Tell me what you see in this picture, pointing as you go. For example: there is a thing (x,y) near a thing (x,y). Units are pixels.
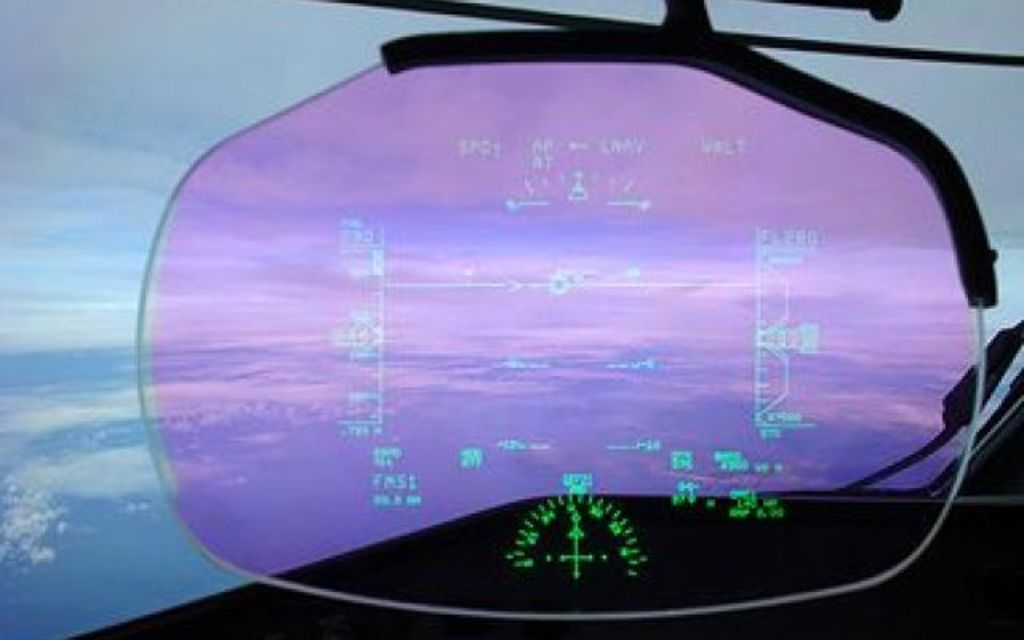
In this image in the front (511,274) there is a glass (425,267) and in the background (241,283) there is sky (468,377) and it is cloudy.
